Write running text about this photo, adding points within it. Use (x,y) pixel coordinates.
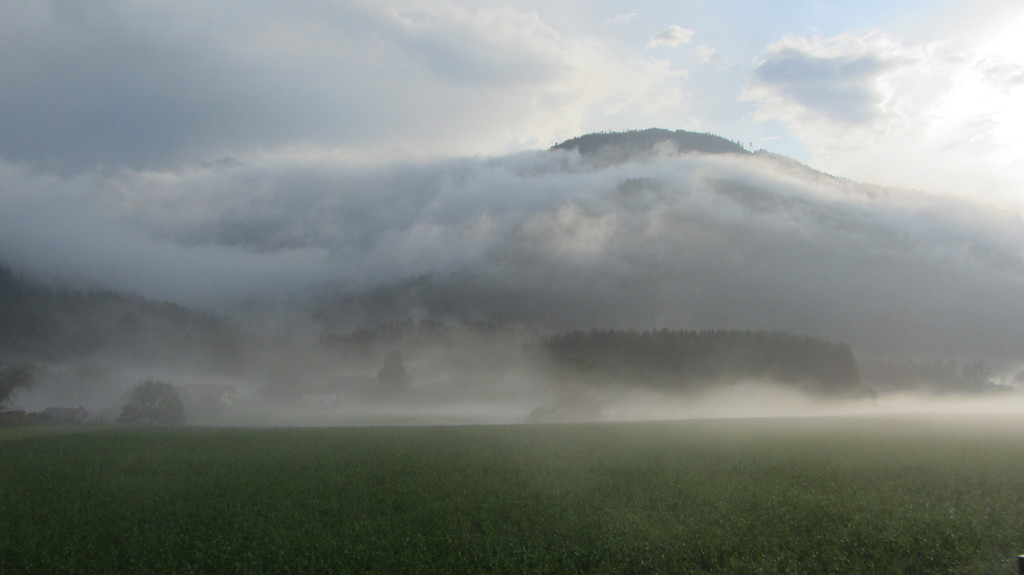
This is ground (616,486) and there are trees (820,379). In the background (268,71) we can see sky (843,97) with clouds (155,124).
